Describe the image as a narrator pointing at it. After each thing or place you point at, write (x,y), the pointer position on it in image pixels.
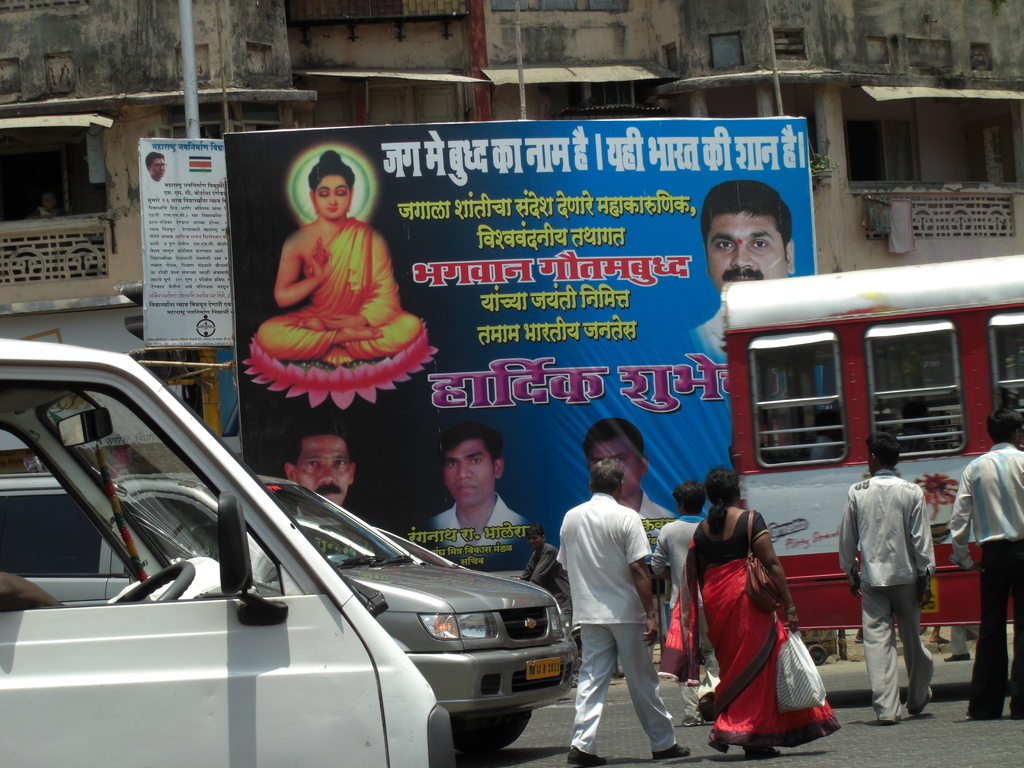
In this image there are vehicles (782,520) on a road (942,723), and people (899,615) are walking on a road (944,749), in the background (305,142) there is a banner (742,220), on that banner (394,358) there are some pictures (731,274) and text (577,225) and there is a building (822,115).
